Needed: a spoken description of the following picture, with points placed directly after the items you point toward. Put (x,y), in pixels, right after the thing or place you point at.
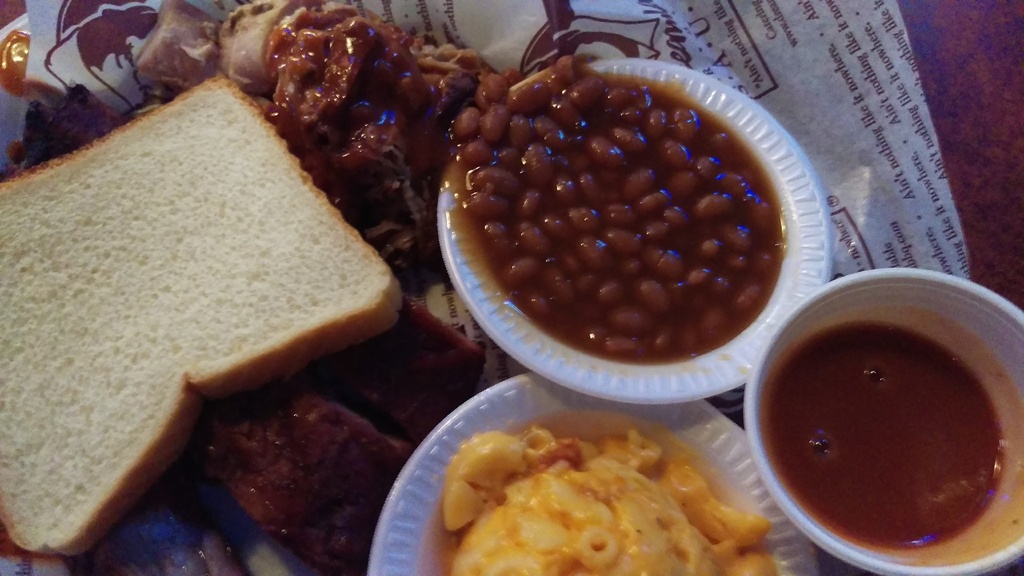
In this picture, we see the bread (298,301), bowls (510,341) containing the food items (621,520), a cup (807,398) containing the sauce (871,423) and a paper (923,139). In the right top (998,109), it looks like a wooden table (950,130) and it is in brown color.
